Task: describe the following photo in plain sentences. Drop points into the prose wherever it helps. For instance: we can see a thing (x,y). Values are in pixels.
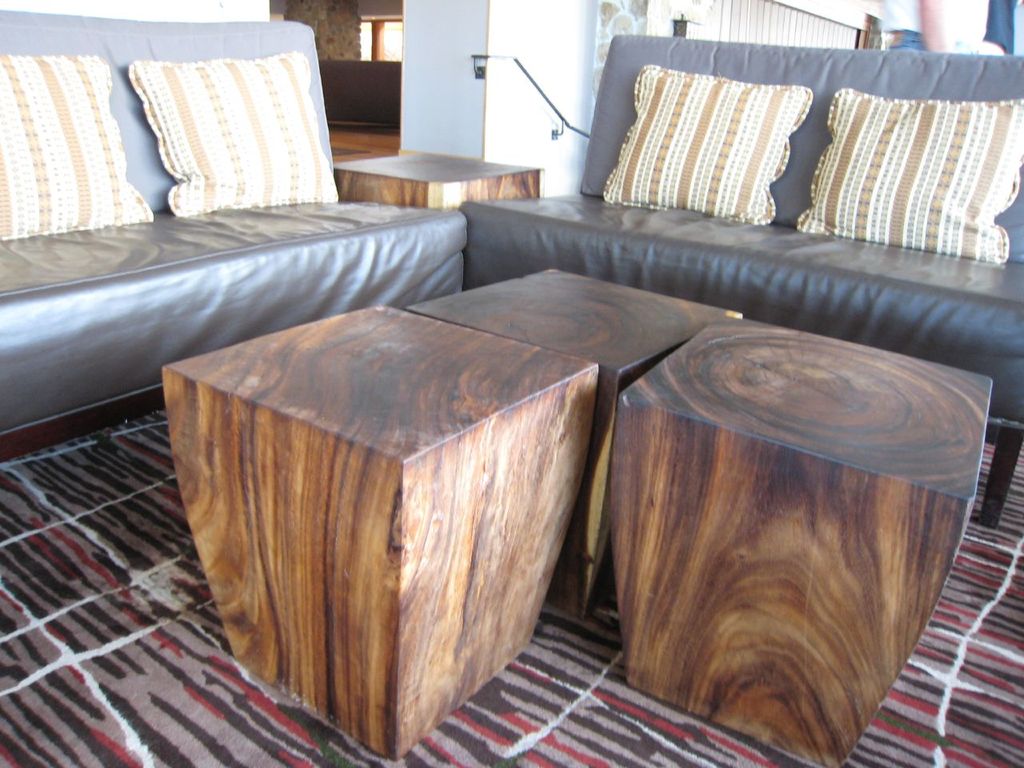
In this picture there is a sofa (173,223), pillow (254,160), wooden tables (437,469). There is a carpet (111,627).
